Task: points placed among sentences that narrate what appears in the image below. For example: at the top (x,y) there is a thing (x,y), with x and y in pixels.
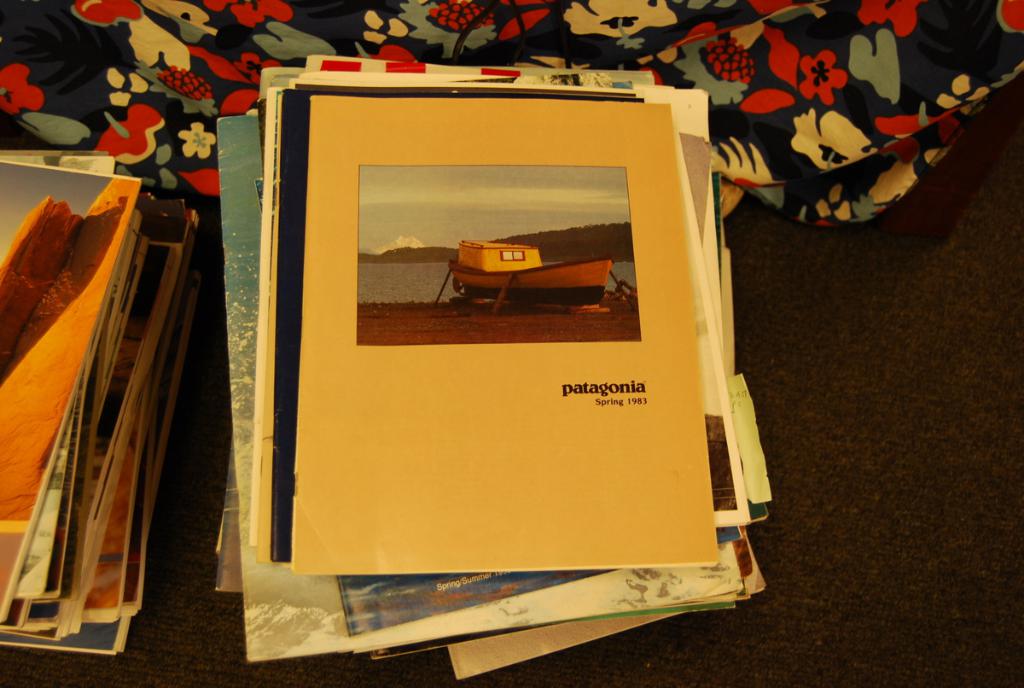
In this image we can see books (532,401) and cloth (48,9) on a platform (764,399). On the book (361,316) we can see picture (487,291) of a boat (598,279), water (396,280), mountain (622,247), and sky (403,195). There is something written on it.
